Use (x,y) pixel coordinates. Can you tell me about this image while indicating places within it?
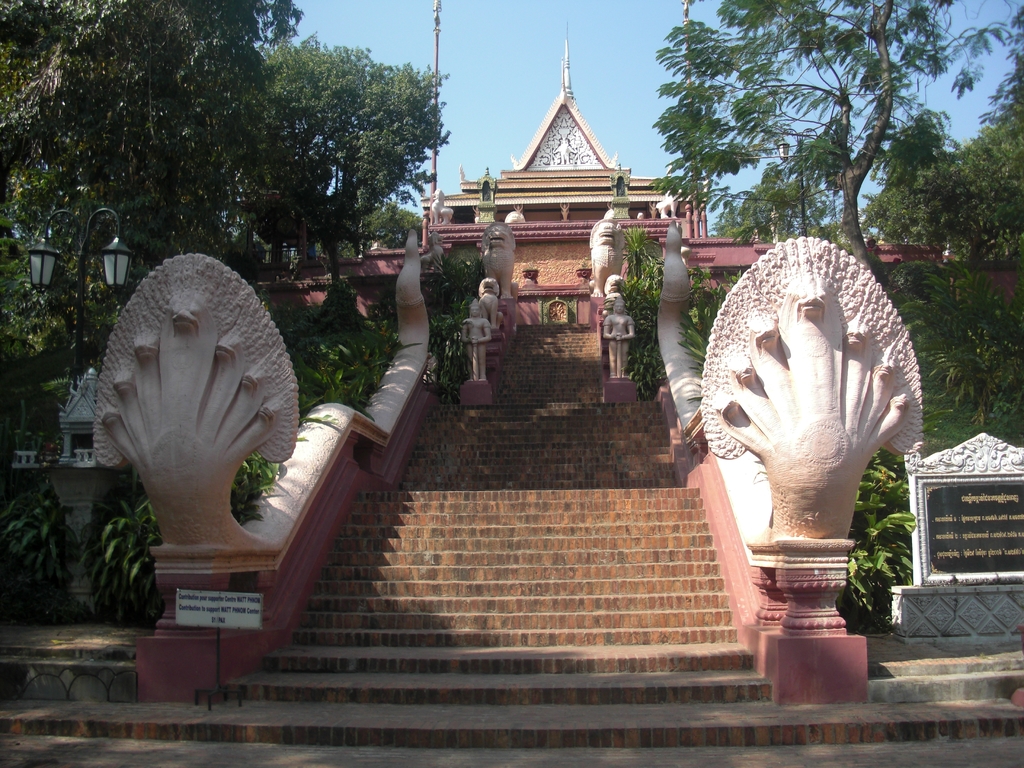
In the picture we can see the steps (572,576) and on the either side of the steps (580,595) we can see railing (250,573) and some snake sculpture idols (150,374) to it and in the background (573,167), we can see some historical temple construction (570,179) and beside it we can see trees (733,199), plants (354,304), pole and behind we can see the sky (540,49).
